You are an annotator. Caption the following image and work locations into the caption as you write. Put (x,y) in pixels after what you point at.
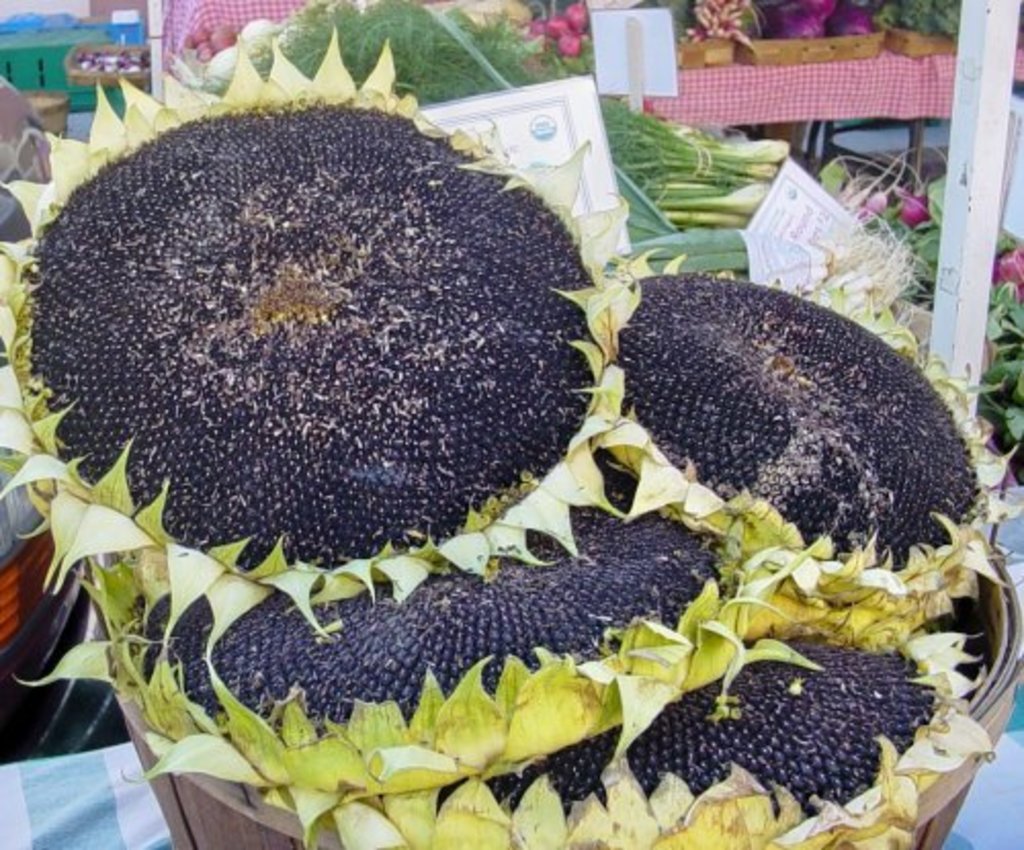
In this image we can see sunflowers (683,346) placed in the basket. In the background (429,69) we can see vegetables (636,168) and leafy vegetables (403,43) placed in the baskets (102,49) along with the information boards (630,64).
